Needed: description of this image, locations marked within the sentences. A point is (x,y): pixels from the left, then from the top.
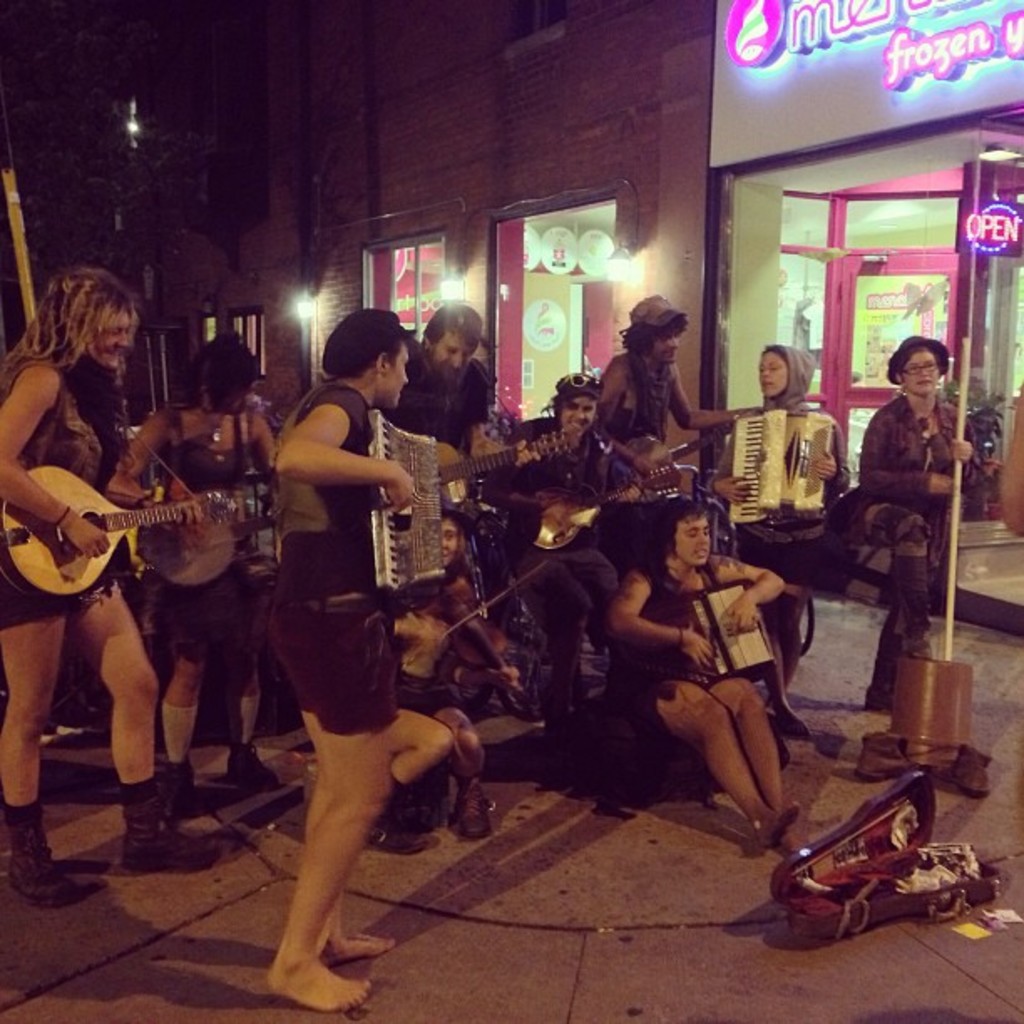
In this image there are so many people (929,576) sitting and standing and they are playing some musical instruments (414,530), there is an object (881,831) on the surface (527,856) and few poles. In the background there is the sky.
